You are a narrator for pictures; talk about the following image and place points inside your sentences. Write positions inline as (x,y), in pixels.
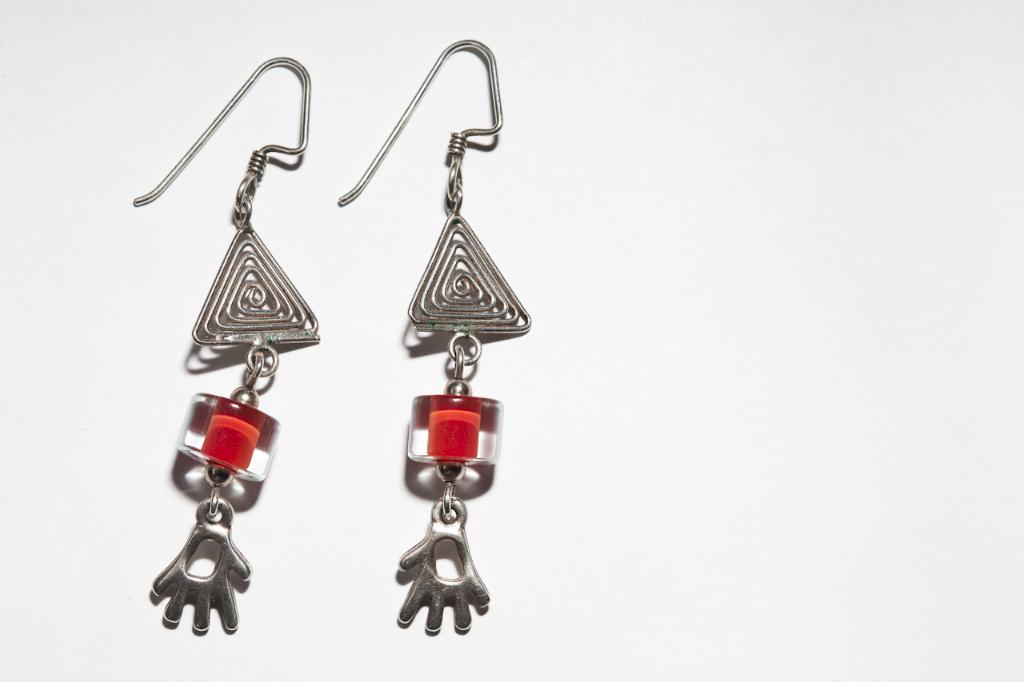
In this image I can see two earrings (217,276). I can see colour of these earrings (281,303) are silver and I can also see few red colour things (482,438). In the background (708,268) I can see white colour.
